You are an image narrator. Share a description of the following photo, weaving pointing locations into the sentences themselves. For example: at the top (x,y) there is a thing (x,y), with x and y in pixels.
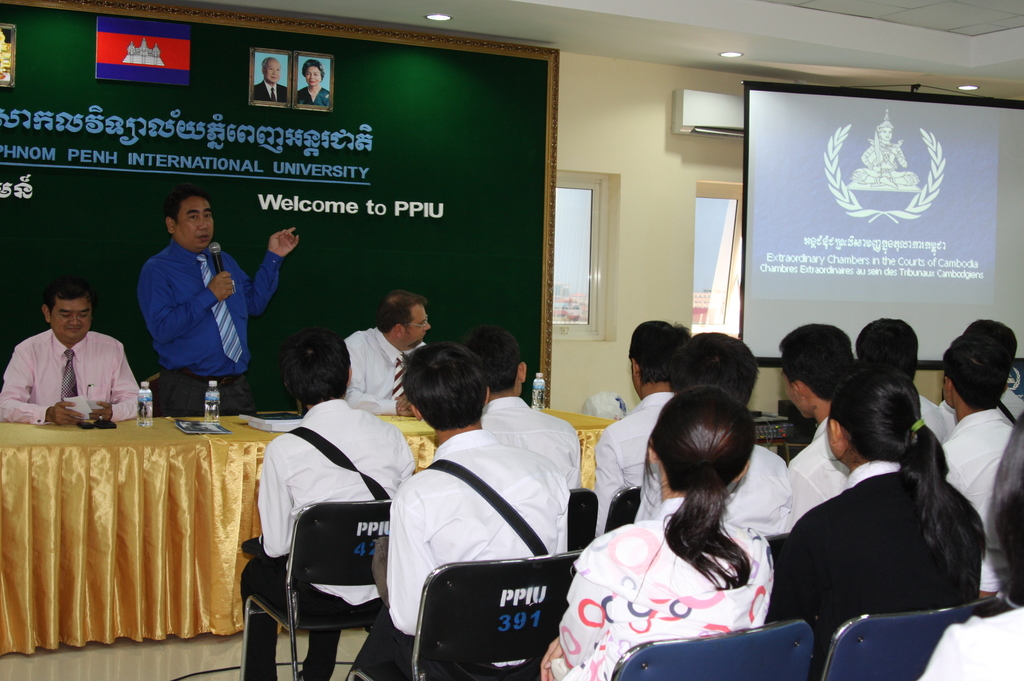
This picture is taken inside the hall (205,320) where we can see there is a man (208,336) in the middle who is holding the mic (218,256). In front of him there is a table (109,443) on which there are bottles (147,413) and papers (269,420). There are two persons (44,345) beside him. At the bottom (707,515) there are so many people (617,550) sitting on the chairs (757,647). On the right side (895,252) top there is a projector screen (802,202). At the top (765,43) there is ceiling (699,45) with the lights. In the background (293,125) there is a hoarding (403,152). Behind the screen (786,148) there is an air conditioner (713,118).
